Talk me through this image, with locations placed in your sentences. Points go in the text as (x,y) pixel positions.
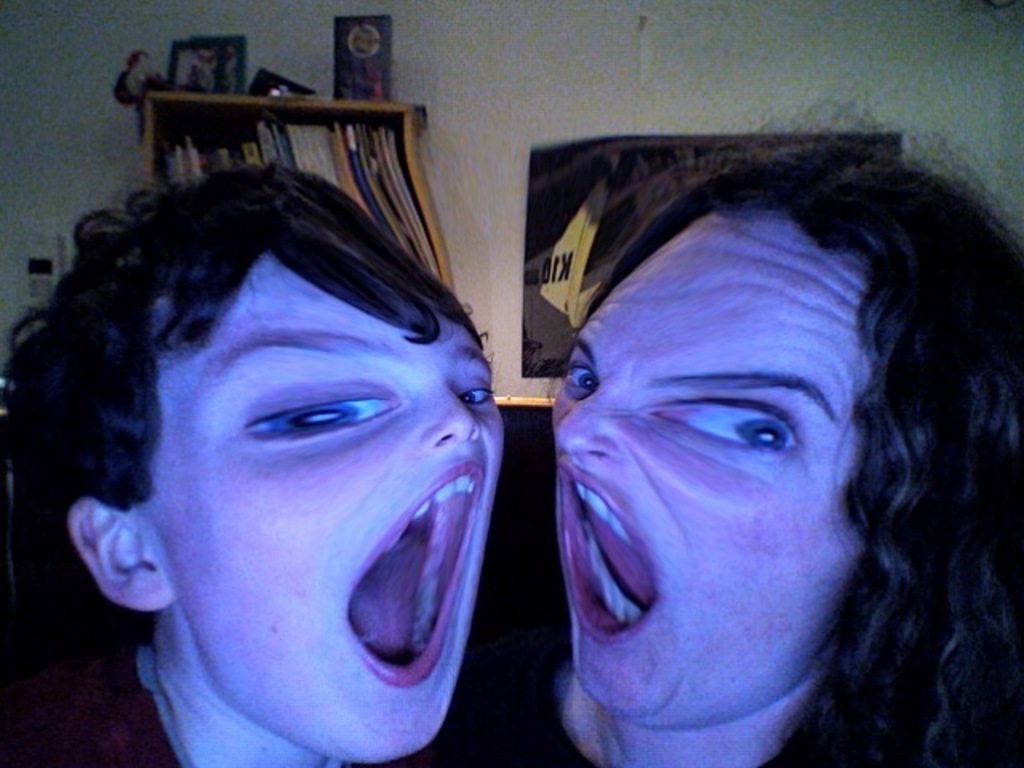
In this image, we can see the wall (494,28) with some objects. We can also some people (435,515). We can also see a shelf (312,123) with some objects (312,156). We can also see a poster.
